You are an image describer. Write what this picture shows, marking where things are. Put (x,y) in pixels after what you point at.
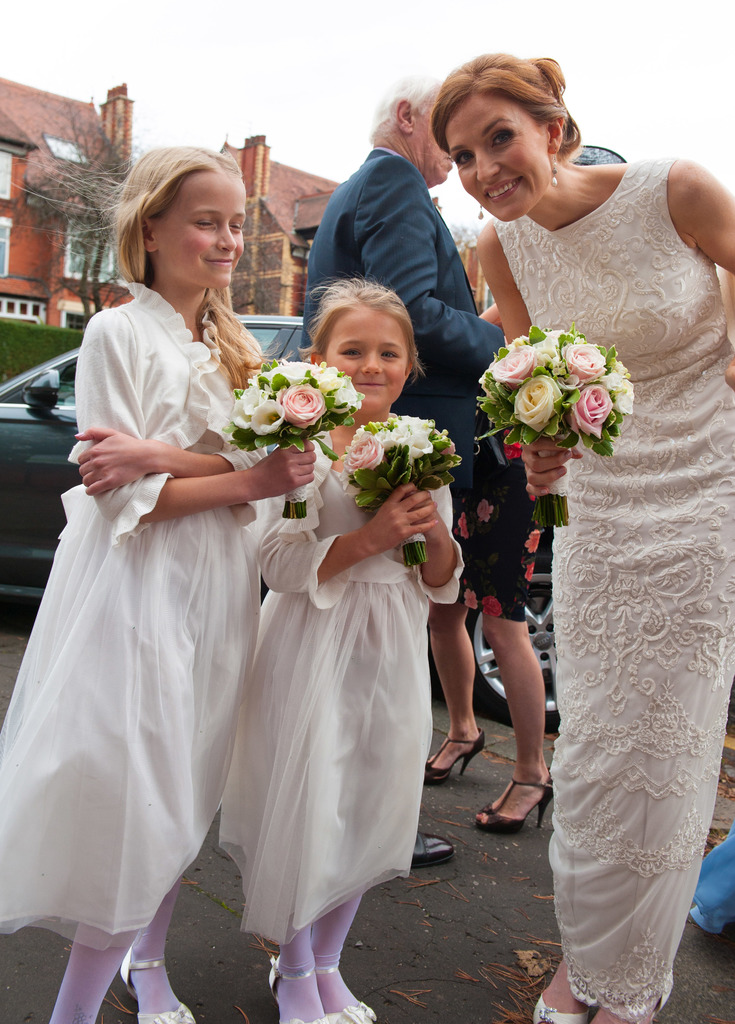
This picture is clicked outside. On the left (155,342) we can see the two girls (217,502) wearing white color dresses (352,626), holding bouquets (366,437) and standing on the ground (401,1015). On the right (553,198) there is a woman (578,215) wearing white color dress (643,509), holding a bouquet (574,376), smiling and standing on the ground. In the center (442,357) we can see the group of persons (467,316) and a vehicle (62,402). In the background (253,111) we can see the sky (259,118) and some houses (283,241) and some other objects (98,237).
